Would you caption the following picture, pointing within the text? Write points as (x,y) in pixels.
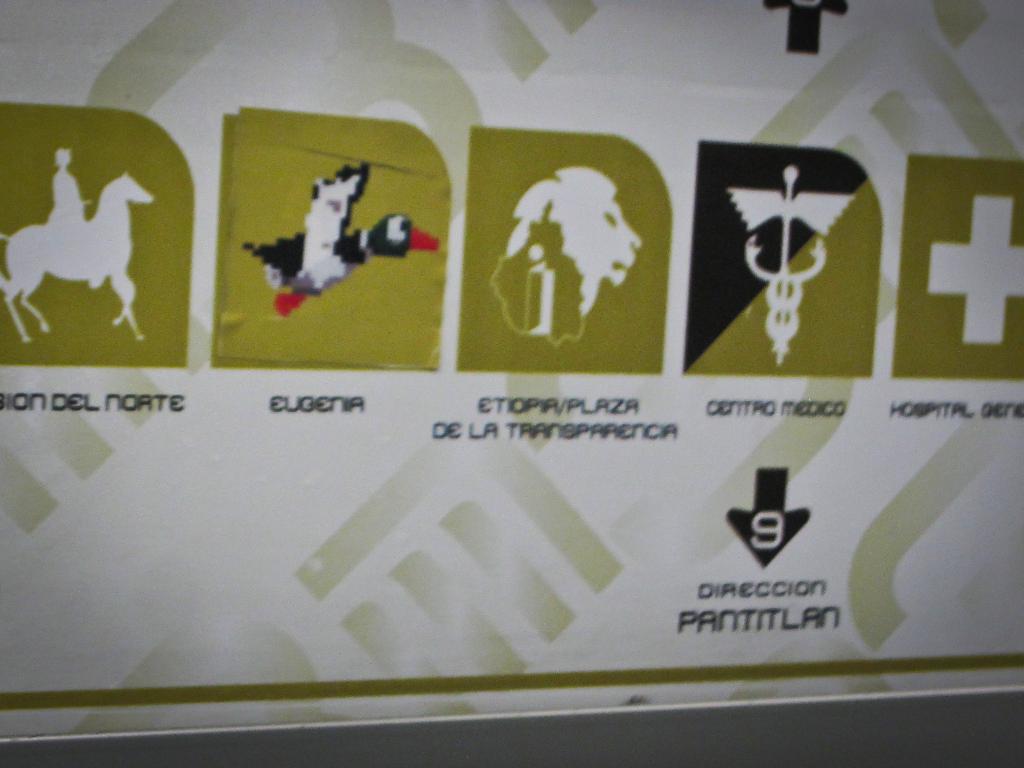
In this picture there is a poster (532,533). On the poster (423,442) there is a picture (102,255) of a person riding horse (123,269) and there is a picture (280,361) of a bird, animal (577,215) and signs (932,312) and symbols (832,299) and there is a text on the poster (783,450).
